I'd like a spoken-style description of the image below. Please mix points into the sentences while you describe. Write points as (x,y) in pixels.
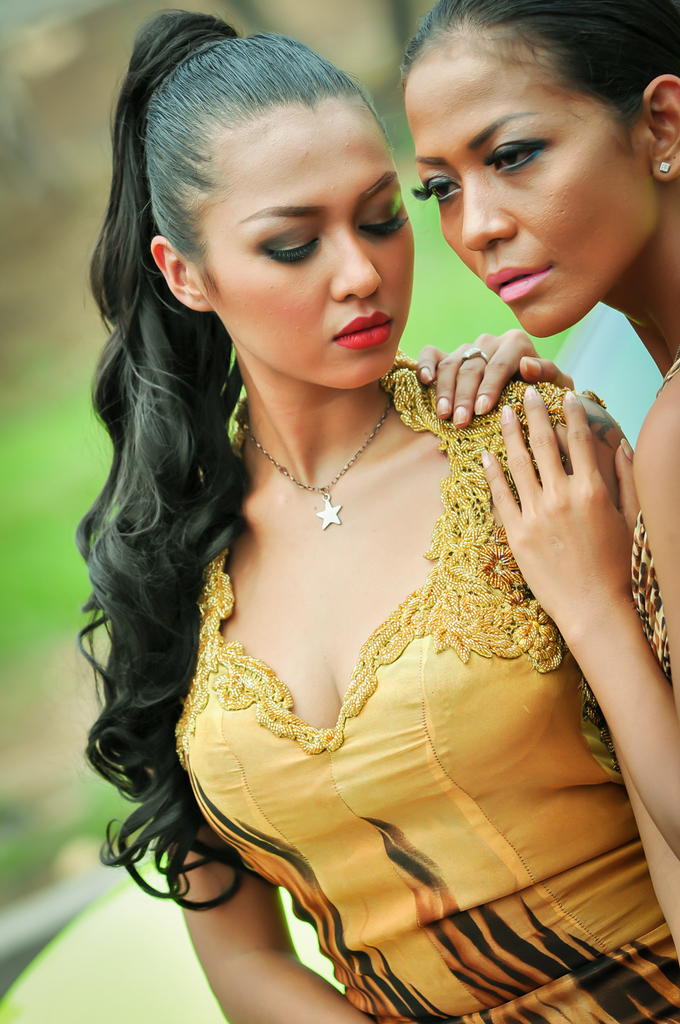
In this image I can see two women (347,679). They are giving pose for the picture. The woman (497,228) who is on the right side (641,481) is looking at the left side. The other woman (178,485) who is on the left side (218,575) is looking at the downwards. The background (63,87) is blurred.
